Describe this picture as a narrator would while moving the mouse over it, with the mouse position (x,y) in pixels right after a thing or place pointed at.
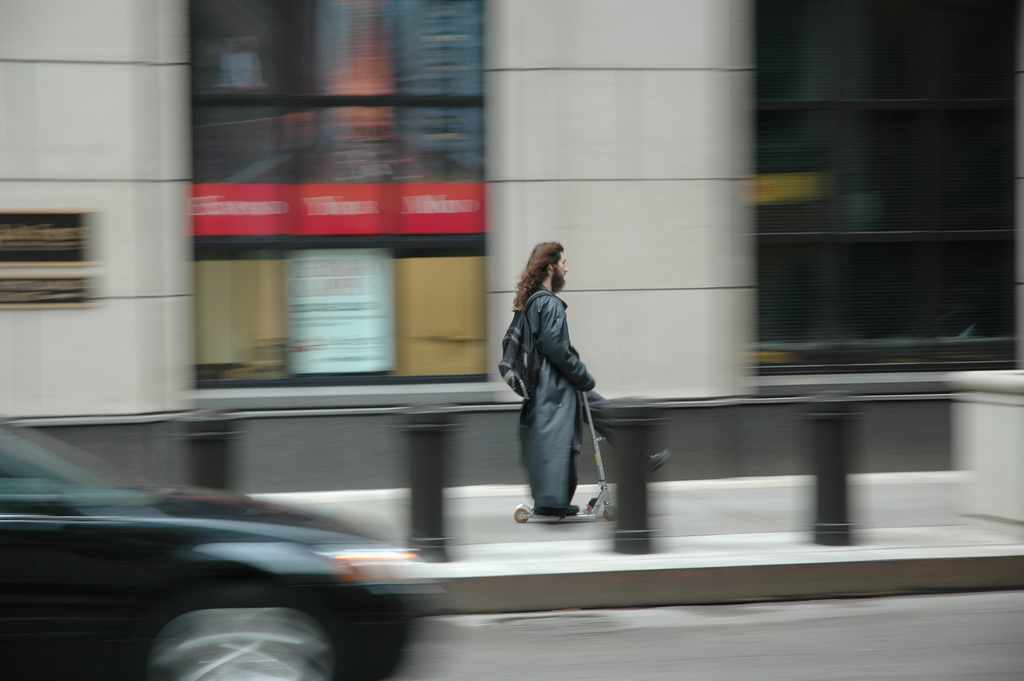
In the image is blur. In the image in the left (116,600) a car (122,574) is moving on the road (780,610). In the side walk (661,487) a person (551,424) is riding a scooter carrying a backpack (518,364). In the background (448,140) there is a building (476,153).
